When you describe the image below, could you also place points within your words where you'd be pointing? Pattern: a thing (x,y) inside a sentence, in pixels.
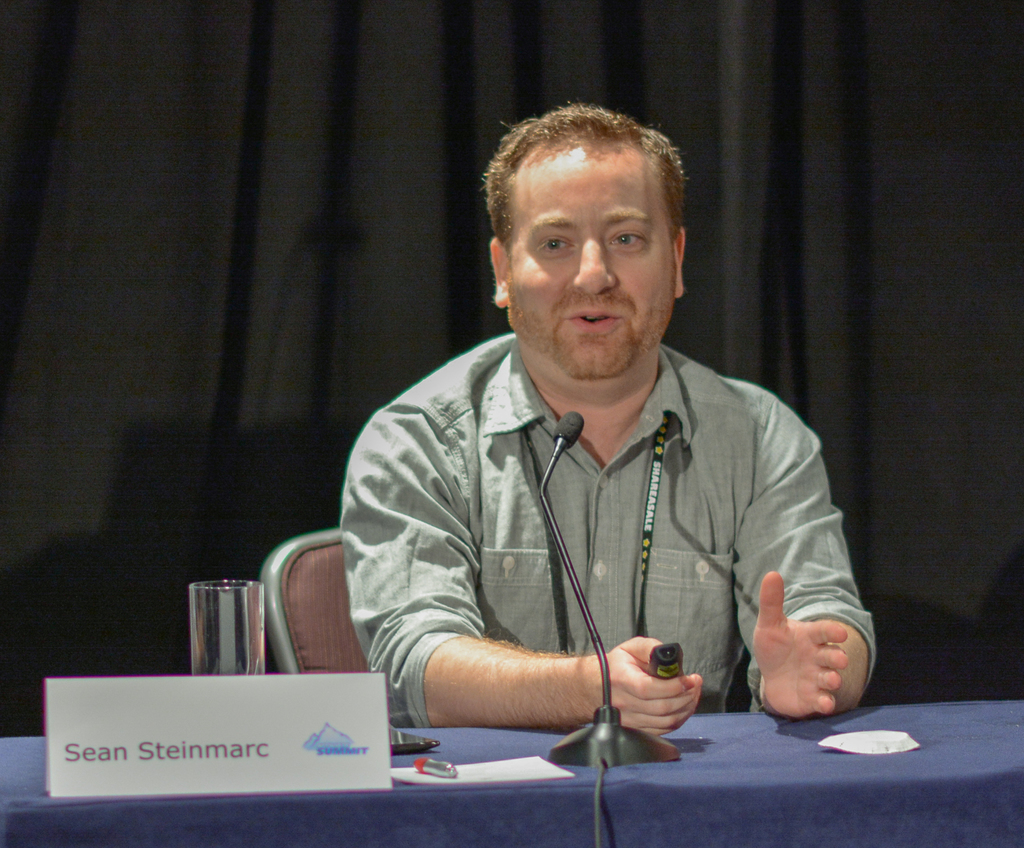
In the image there is a person (573,712) sitting in front of a table (647,785) and speaking something and on the table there is a name card (50,738) and behind that there is a glass (201,666) and some other objects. In the background (151,64) there is a curtain (754,111).
